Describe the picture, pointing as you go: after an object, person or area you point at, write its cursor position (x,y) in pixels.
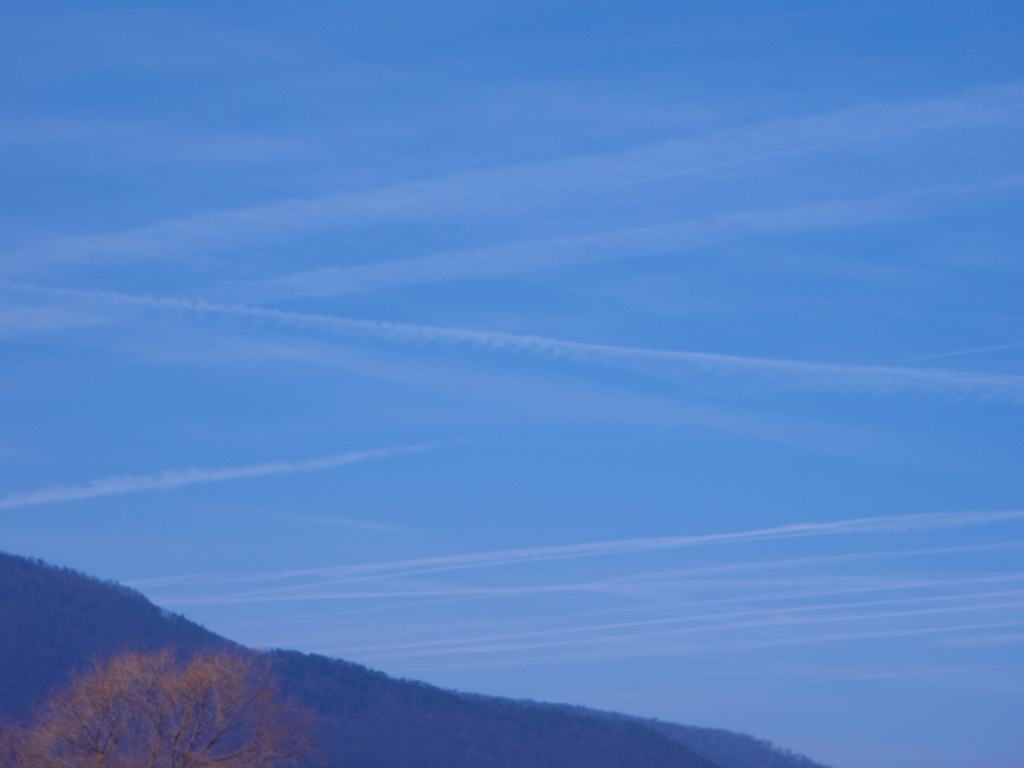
Here we can see a tree (223,724) and a mountain (442,723). In the background (651,503) there is sky (604,436).
